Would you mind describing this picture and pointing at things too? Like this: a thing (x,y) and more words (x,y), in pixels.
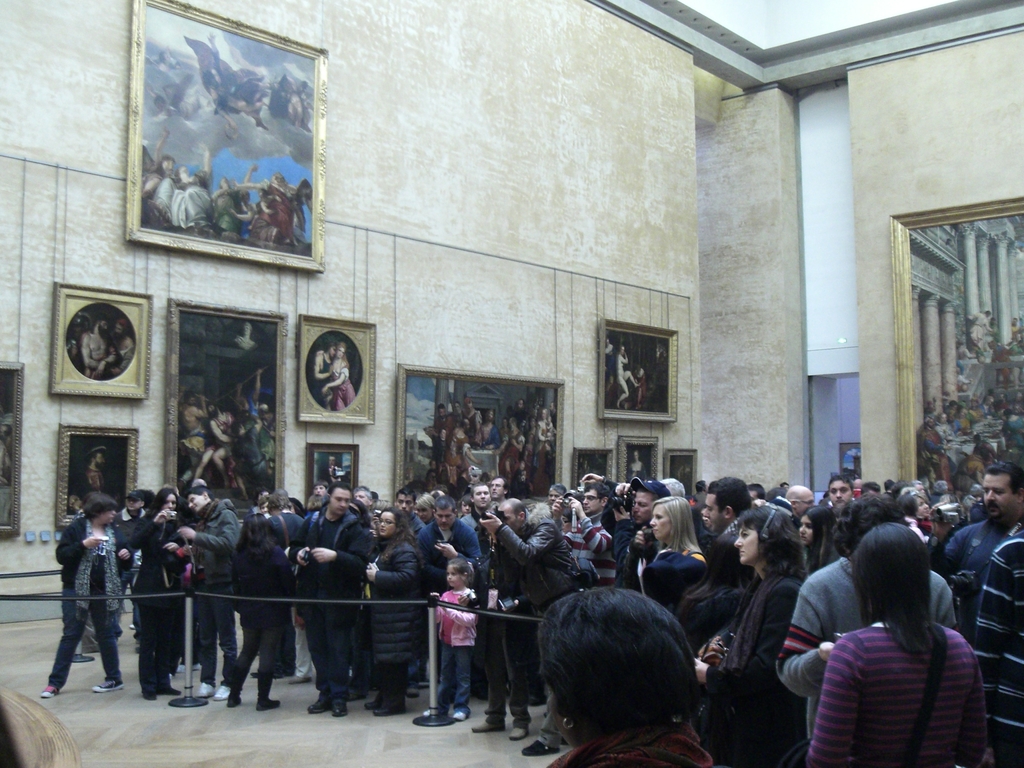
In this image there are group of people (367,522) who are standing behind the fence (280,599) and taking the pictures with the camera (572,497). In the background (397,169) there is a wall (506,159) on which there are photo frames (316,157) and paintings (214,190).
